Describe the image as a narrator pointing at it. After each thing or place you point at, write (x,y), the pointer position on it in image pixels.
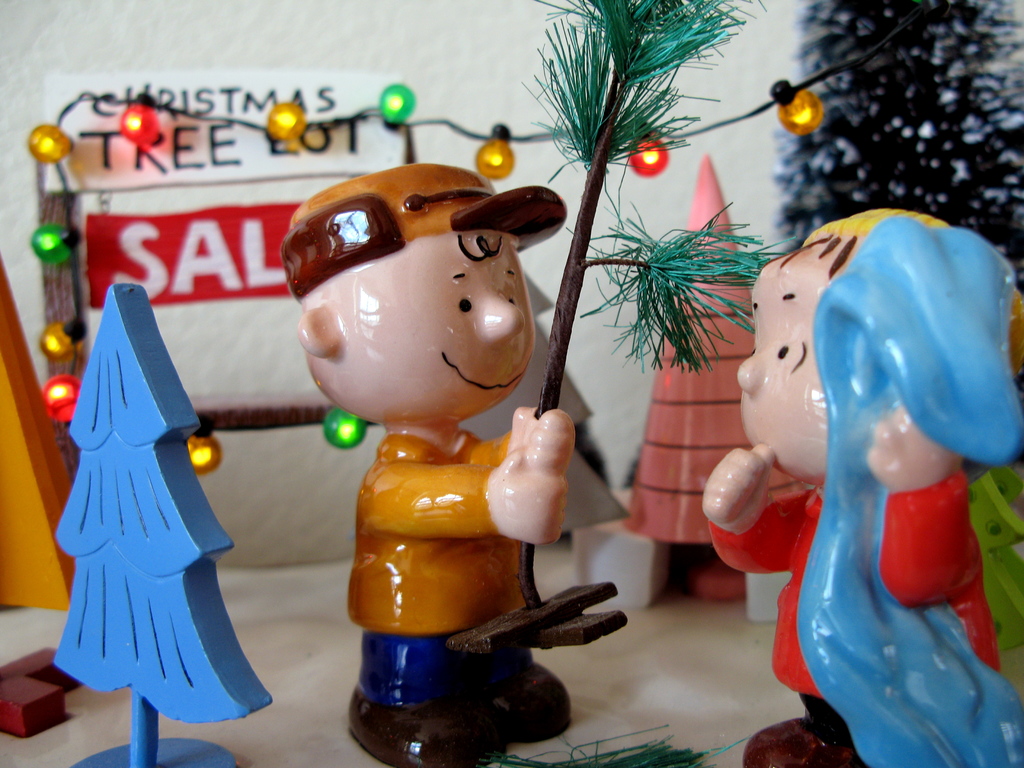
In the foreground of the picture (865,353) there are toys (501,364), light (69,148) and other objects (230,133). In the background (254,57) we can see wall (284,54).
